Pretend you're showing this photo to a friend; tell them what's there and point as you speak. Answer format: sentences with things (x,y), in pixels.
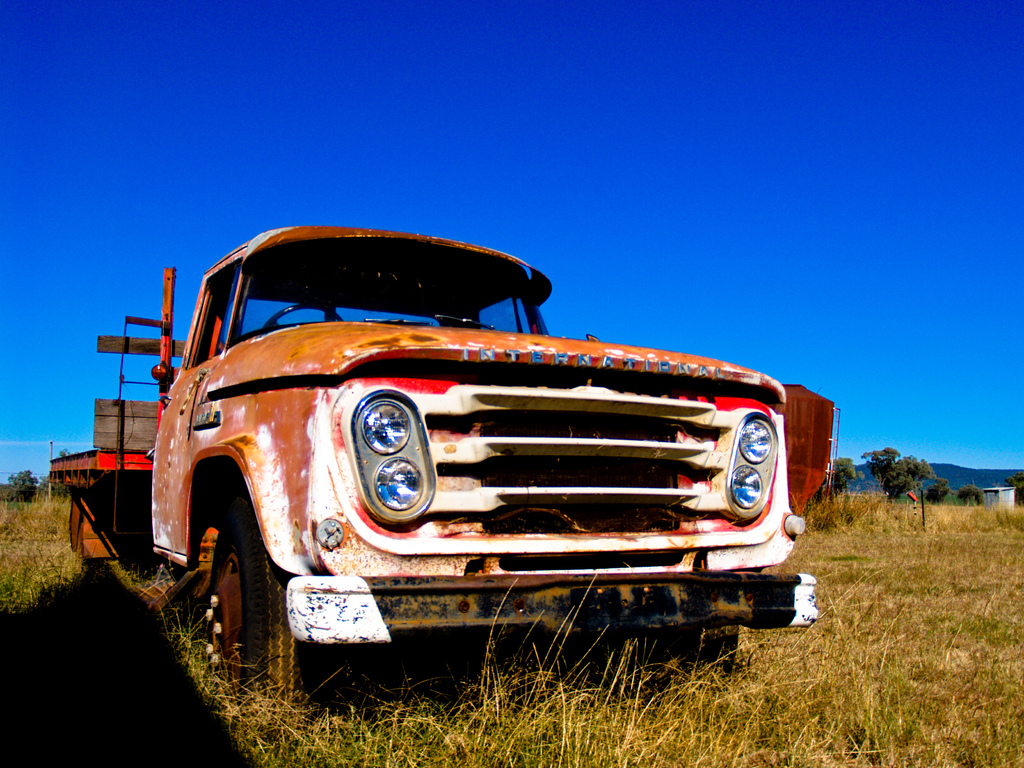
This picture might be taken outside of the city and it is sunny. In this image, in the middle (442,488), we can see a truck (451,490). On the right side (986,480), we can see a hut (1012,490), few trees (903,475), mountains (943,475). On the left side (51,460), we can also see a street light (53,447) and few trees (24,497). In the background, there is a container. On top (873,225) there is a sky (857,237), at the bottom (906,627) there is a grass (772,674).
